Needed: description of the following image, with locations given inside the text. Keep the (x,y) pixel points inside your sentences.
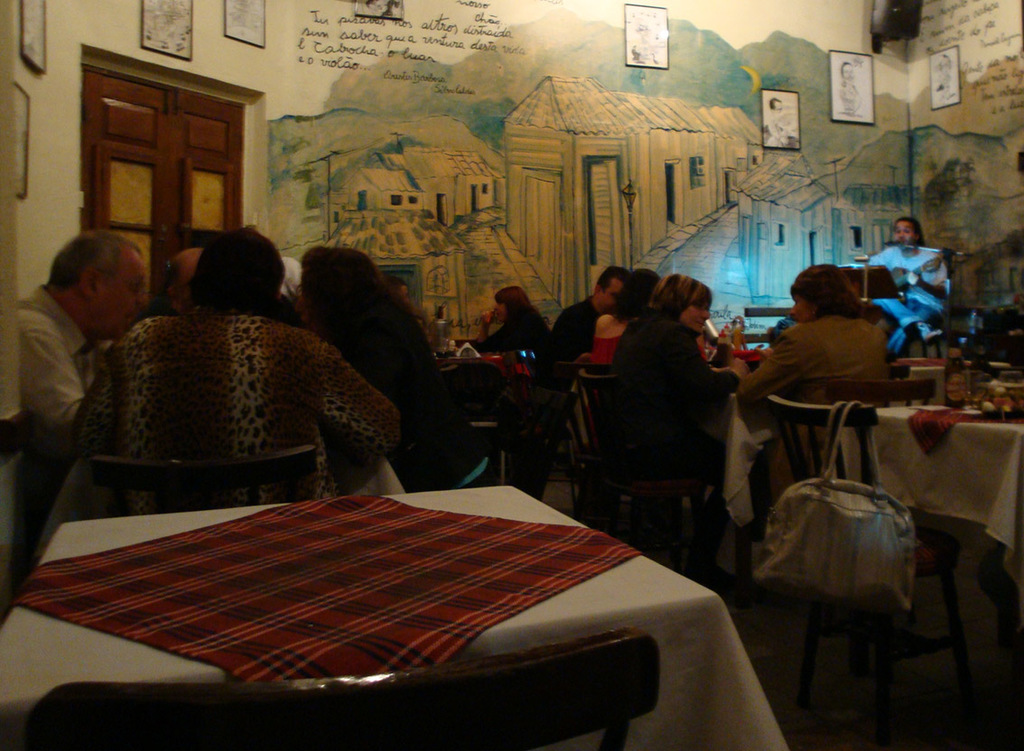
In the picture we can find some people (799,372) sitting on a chairs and we can find table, tablecloth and the background (5,58) we can find a wall (70,226) with full of paintings (754,330) and a door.
